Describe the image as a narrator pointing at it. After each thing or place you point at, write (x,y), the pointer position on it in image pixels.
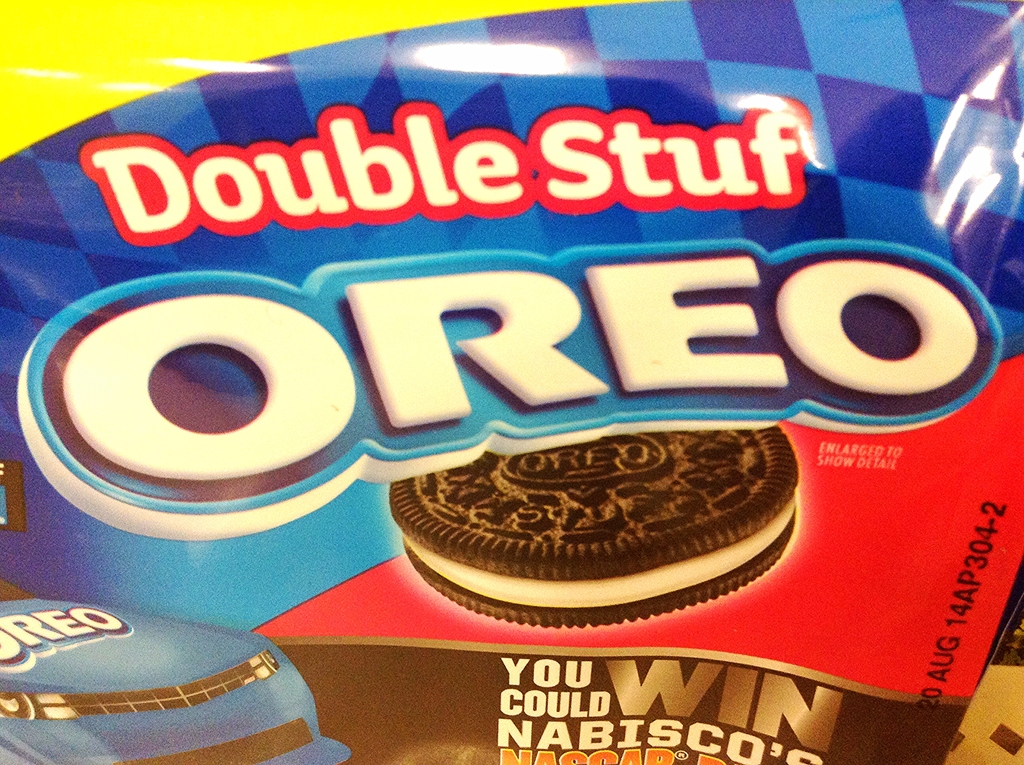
In the image we can see a plastic cover (273,548), on which there is a printed text (458,305) and a biscuit (548,463).
